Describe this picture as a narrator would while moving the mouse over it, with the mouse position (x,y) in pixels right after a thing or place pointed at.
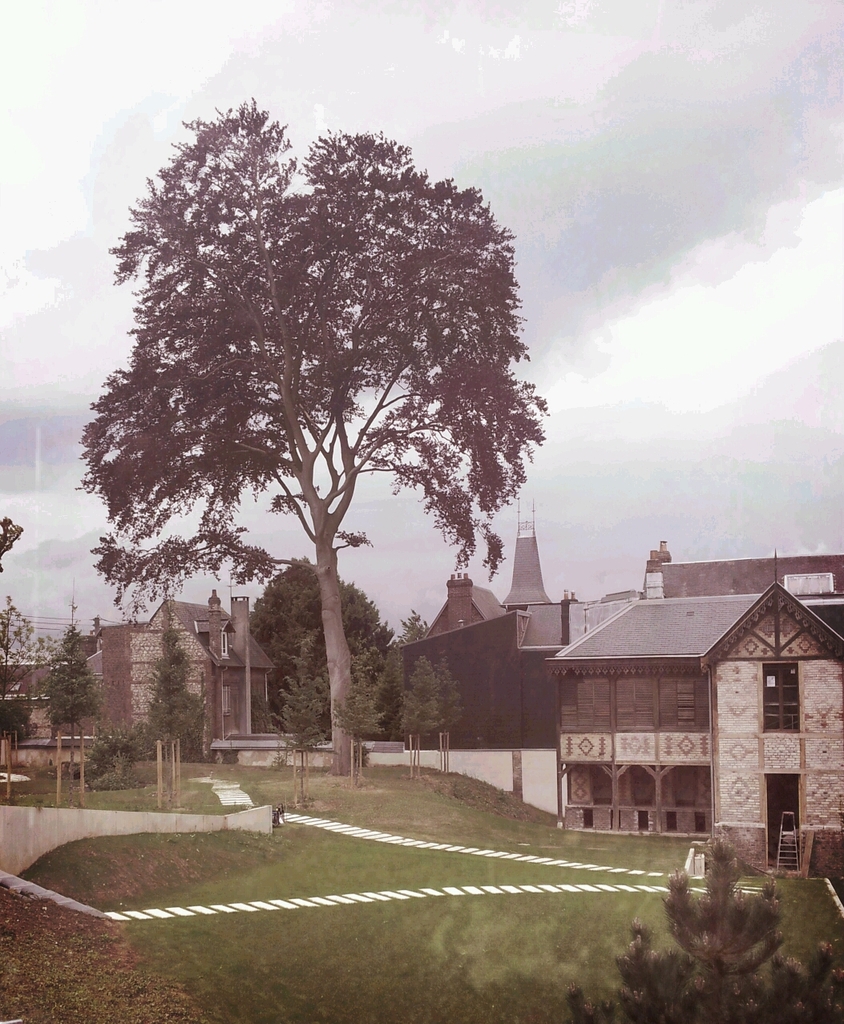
In the background (626,187) we can see sky (430,132), trees (239,434) and houses (797,641). Here we can see poles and grass (791,940). In the bottom right corner of the picture (818,964) we can see a plant (592,1013).
